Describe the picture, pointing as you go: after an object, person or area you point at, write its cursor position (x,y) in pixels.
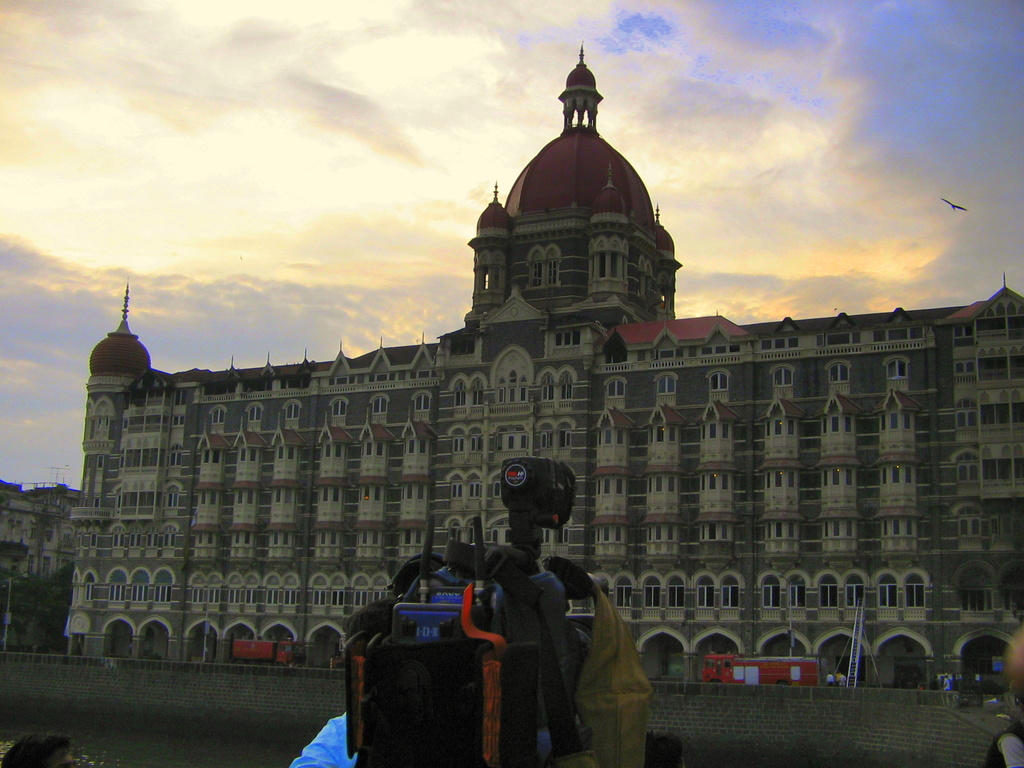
This image is clicked outside. There is building (490,428) in the middle (443,466). There is sky (517,44) at the top (504,44). There is a bird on the right side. There is a camera (436,581) at the bottom (491,633). There are some persons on the right side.
